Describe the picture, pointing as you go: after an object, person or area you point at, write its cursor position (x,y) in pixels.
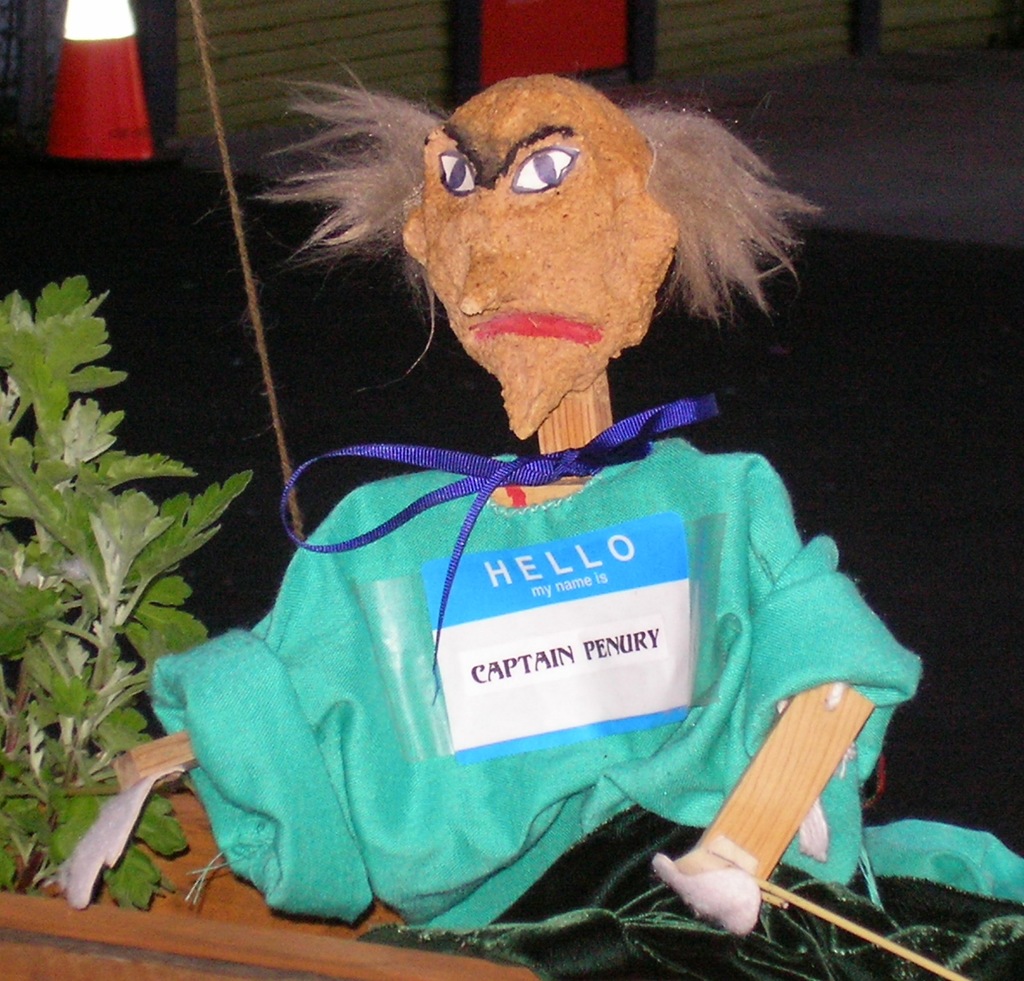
In this image I can see a doll (376,669) in the front (310,718) and I can see that this doll (516,543) is wearing green colour dress (367,604). I can also see a paper (601,633) on this dress (433,676) and on it I can see something is written. On the left side of this image (19,316) I can see a plant (60,299). In the background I can see few red colour things (546,18) and a rope (256,304).
